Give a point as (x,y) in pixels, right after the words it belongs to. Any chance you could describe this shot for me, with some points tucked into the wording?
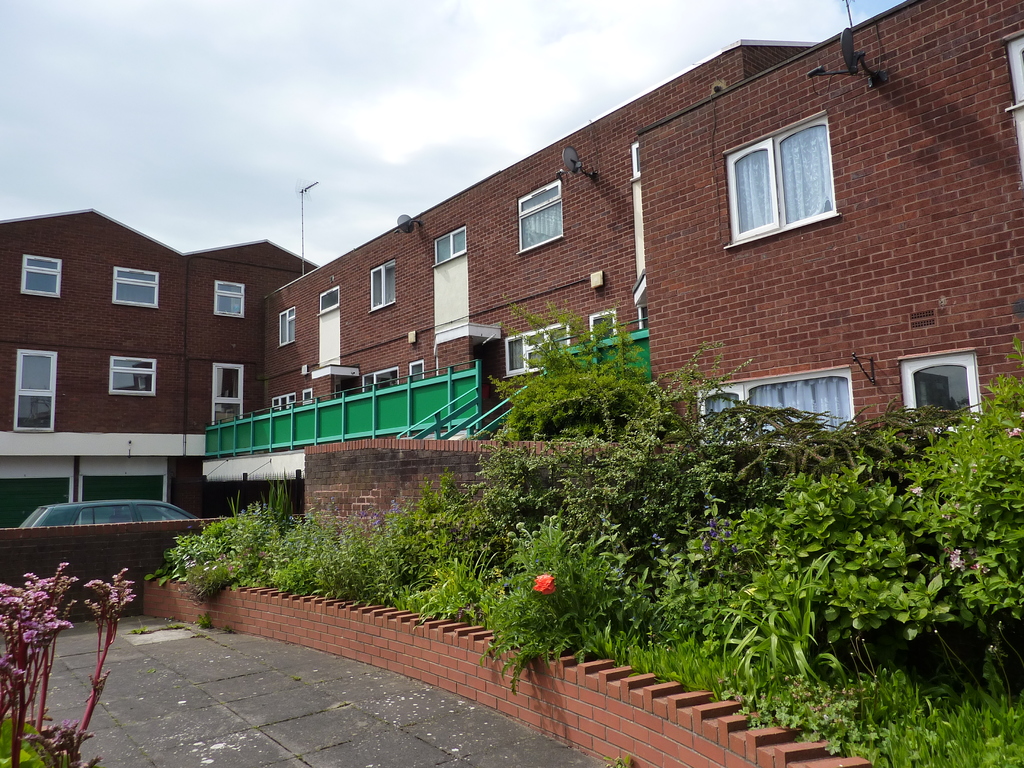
This image is taken in outdoors. In this image there is a building (647,284) with walls (861,271), windows (817,205) and doors (52,487). In the bottom of the image (195,651) there is a floor (223,669). In the right side of the image (865,456) there is a grass (871,686) and plants (854,666). In the left side of the image (6,664) there is a plant (98,667). At the top of the image (217,95) there is a sky (255,49) with clouds (264,76). In this image there is a car (96,511) in front of the building (142,488).
